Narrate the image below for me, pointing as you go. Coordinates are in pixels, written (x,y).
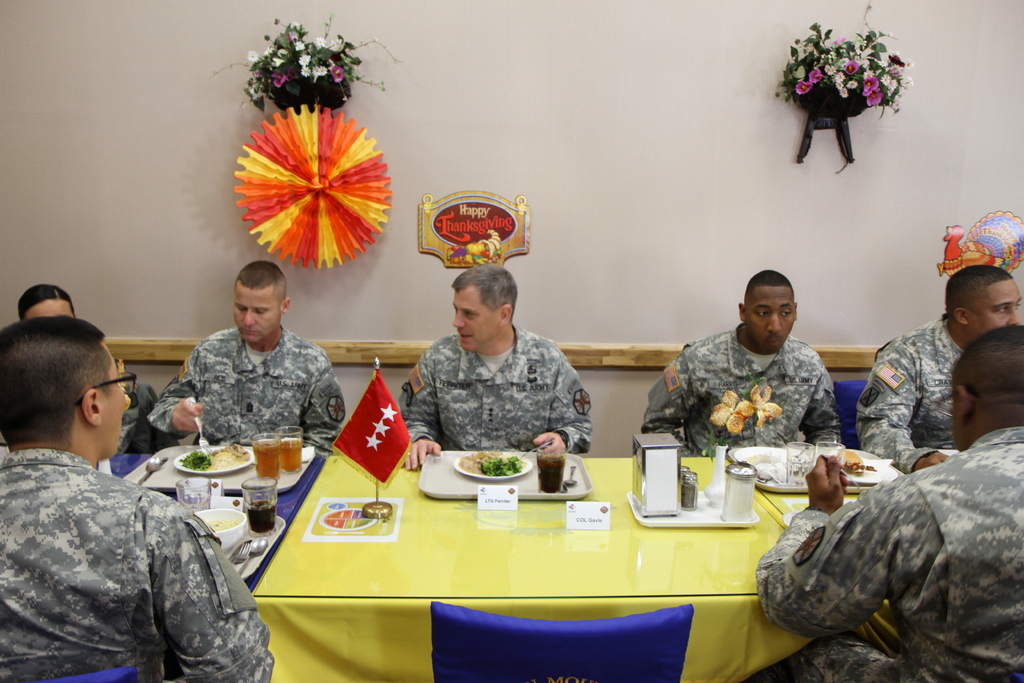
In the foreground of the picture (64,356) there are soldiers (776,434) sitting around a dining table (338,574), on the table (414,481) there are plates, drinks (290,463), glasses (796,448), name plates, flag (373,462), food items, trays (265,535), shakers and other objects (320,519). In the background (319,71) there are bouquet (268,83), decorative items (355,191) attached to the wall (652,209).
